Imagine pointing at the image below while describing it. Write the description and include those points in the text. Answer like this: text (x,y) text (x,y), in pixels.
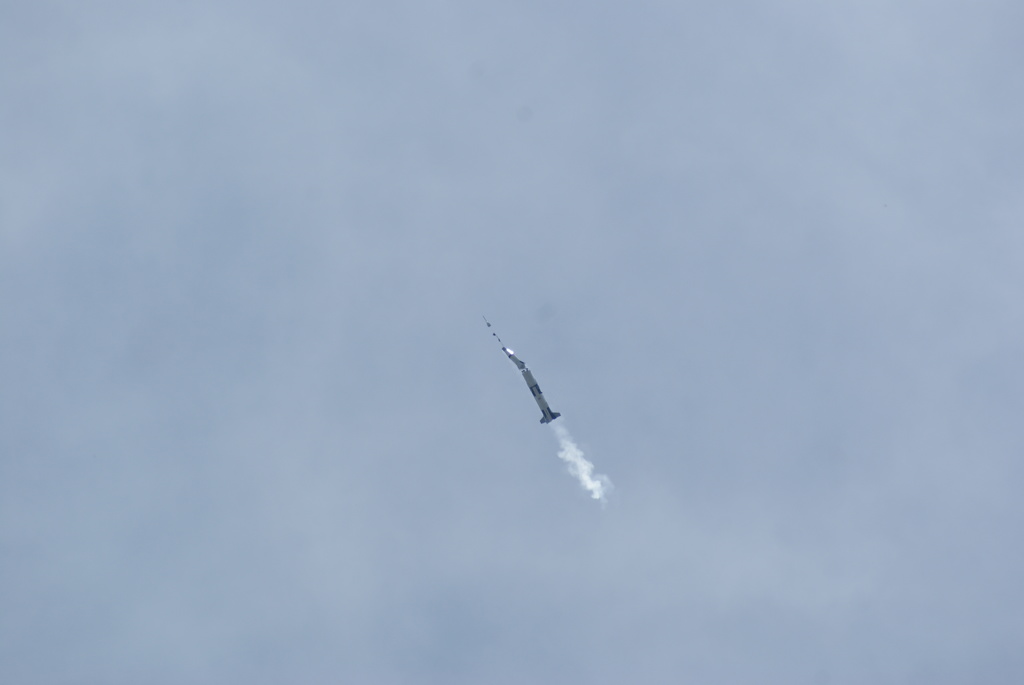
In the picture we can see a rocket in the sky (749,628) leaving a smoke (566,451).
